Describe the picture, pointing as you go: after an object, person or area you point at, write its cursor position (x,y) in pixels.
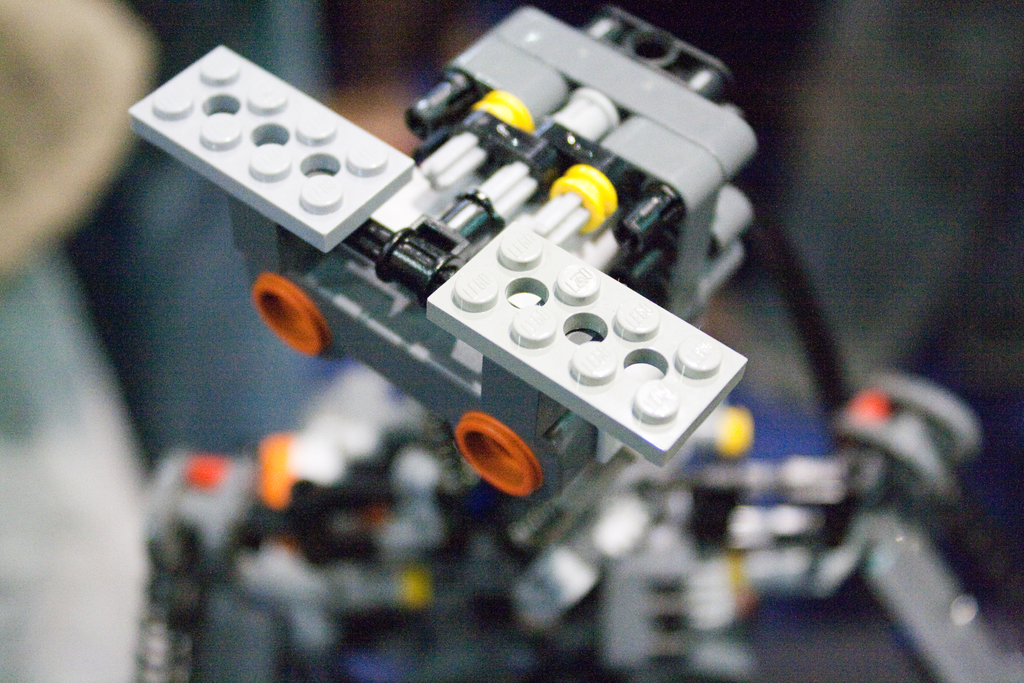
In this picture I can see the Lego toy (551,292) in front (293,267) and it is of white, grey, yellow, black and orange color. I see that it is totally blurred in the background (907,297).
